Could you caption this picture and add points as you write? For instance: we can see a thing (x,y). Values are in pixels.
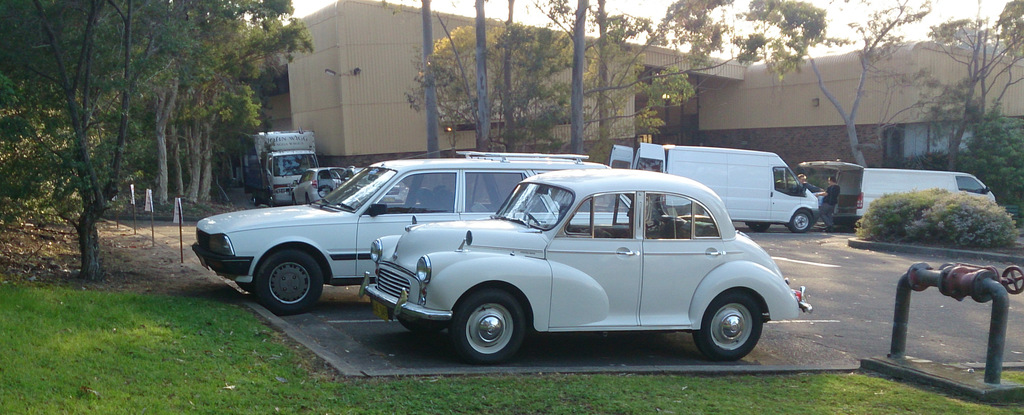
In this picture we can see vehicles (459,202) on the road (863,253), trees (41,89), grass (823,389), metal pipe (902,292) with a wheel (1007,285), poles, building (926,133), curtains (941,139), light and in the background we can see the sky (534,5).
